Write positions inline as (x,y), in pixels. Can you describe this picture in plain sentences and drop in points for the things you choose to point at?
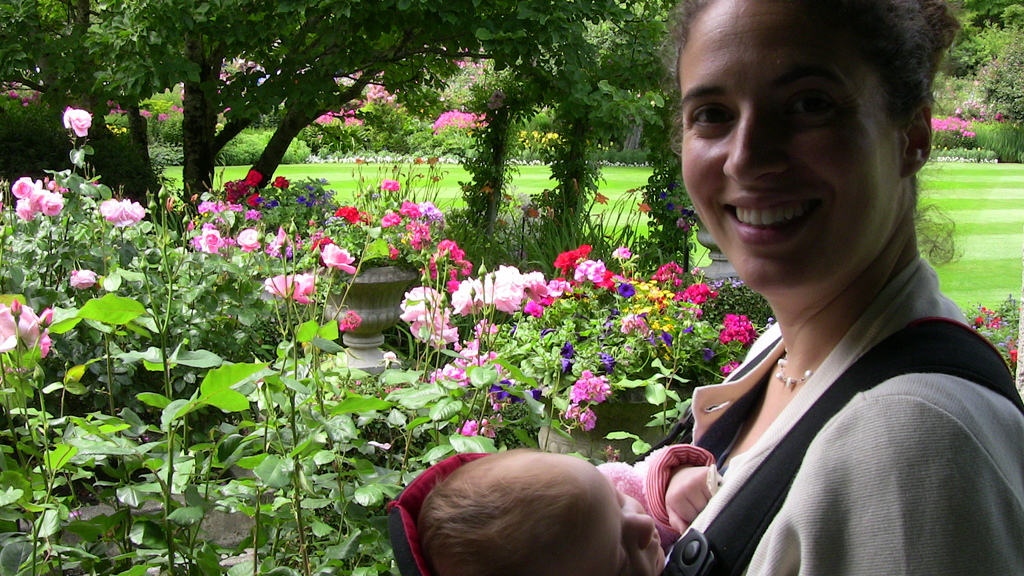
On the right (824,291) we can see a woman (816,389) carrying a baby (626,558) in a bag (770,469) on her chest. In the background (220,375) there are plants (299,327) with flowers (450,369), trees (232,54) and grass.
